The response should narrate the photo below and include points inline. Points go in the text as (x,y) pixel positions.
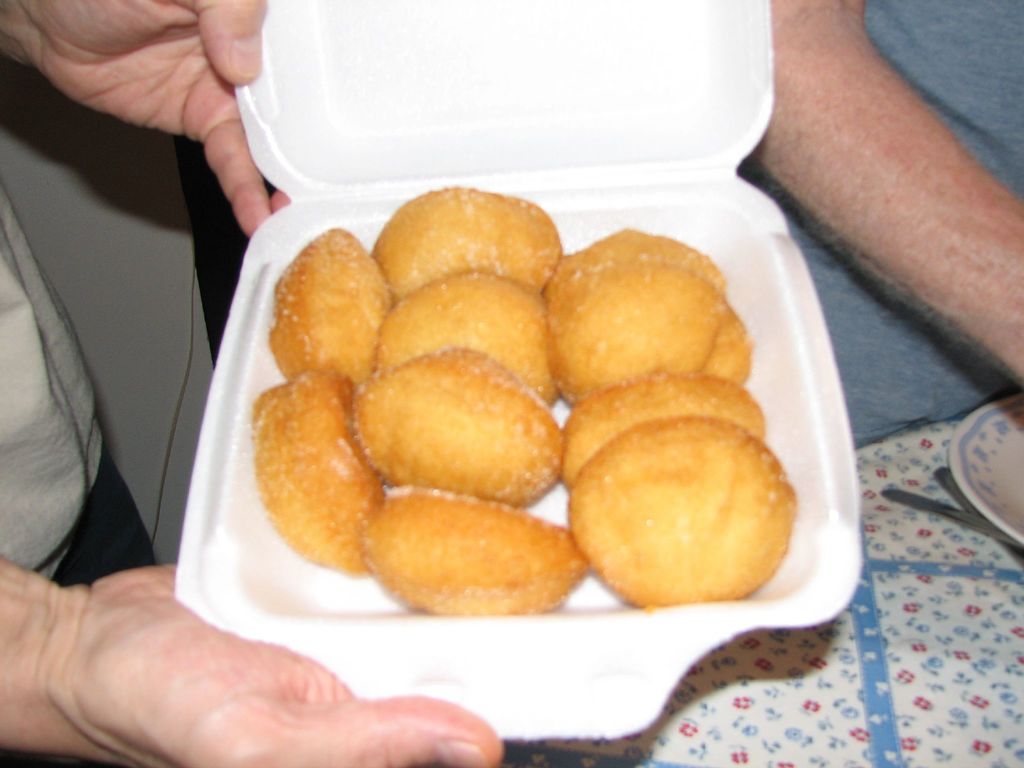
In this white box (437,151) we can see a food (332,527). A person (150,8) is holding a white box (436,165). Right side of the image (914,179) we can see a person (855,73), table (914,488), plate (982,457) and things (973,513).
